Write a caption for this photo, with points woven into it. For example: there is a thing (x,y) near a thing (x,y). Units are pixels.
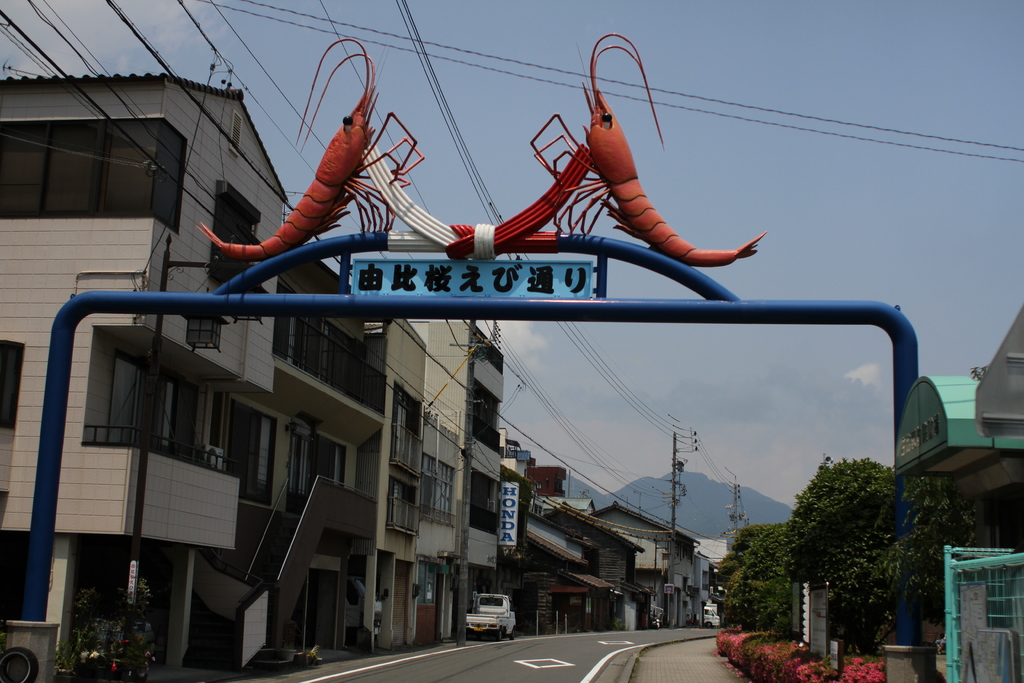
In the middle of the image (464,296) we can see an arch (467,292), in the background (353,521) we can find few buildings (501,465), poles (673,564), trees (768,587) and vehicles (501,595), also we can find hills (632,490) and clouds (798,376).
